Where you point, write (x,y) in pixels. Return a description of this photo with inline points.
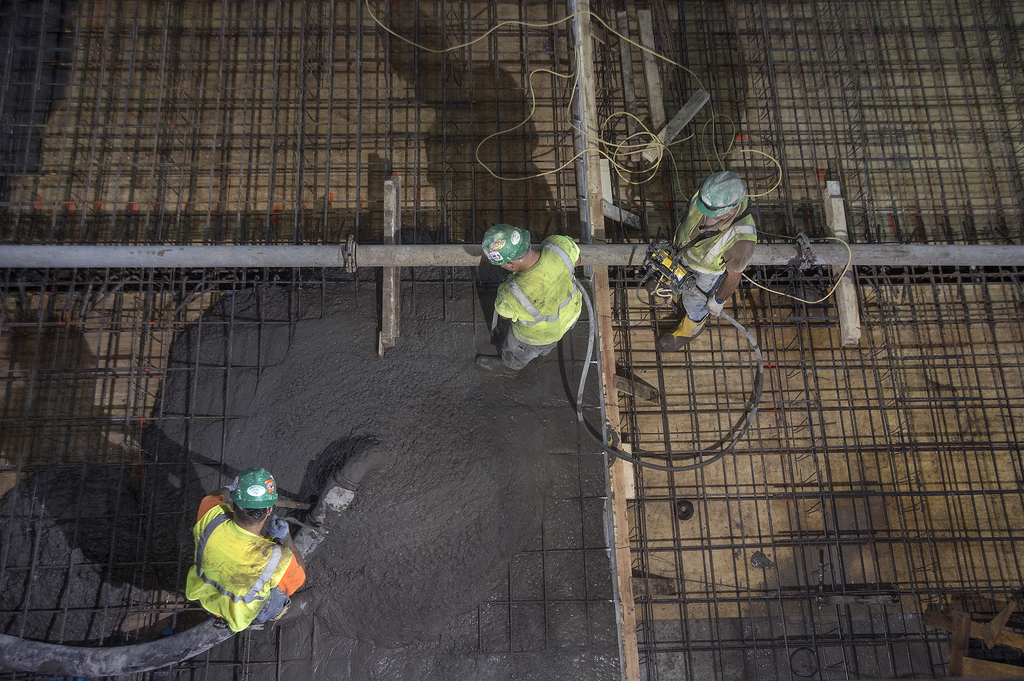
This image consists of a three men (229,608). On the left (224,504), the man (243,616) is holding a concrete pipe (214,635). At the bottom (455,499), there are iron rods (645,549) and concrete (499,418). All are wearing the helmets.
